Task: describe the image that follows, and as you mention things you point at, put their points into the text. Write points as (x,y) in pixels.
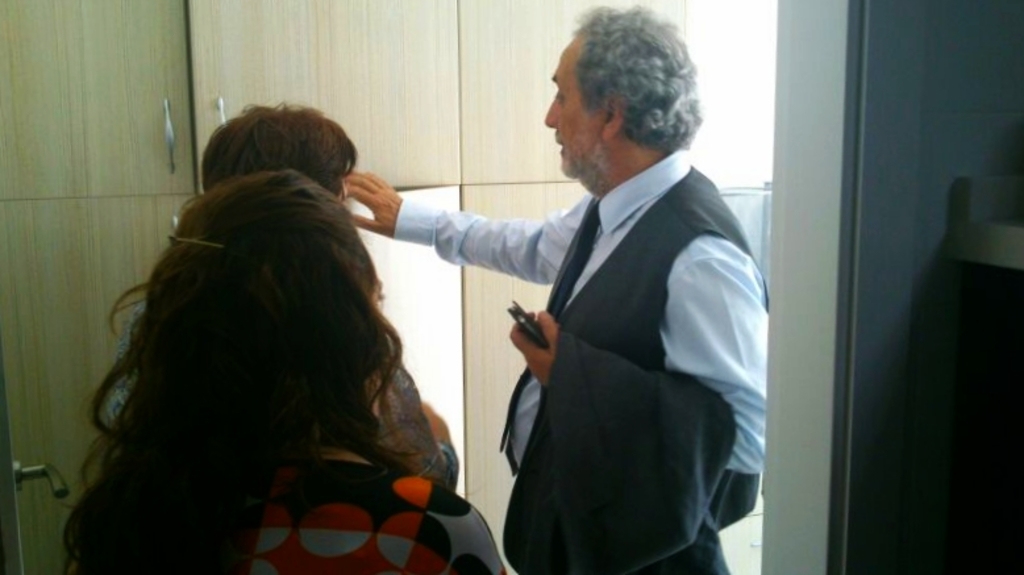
In this image we can see three persons (373,270), one of them is holding a cell phone (526,324), there are cupboards (510,181), and the wall (877,306).
